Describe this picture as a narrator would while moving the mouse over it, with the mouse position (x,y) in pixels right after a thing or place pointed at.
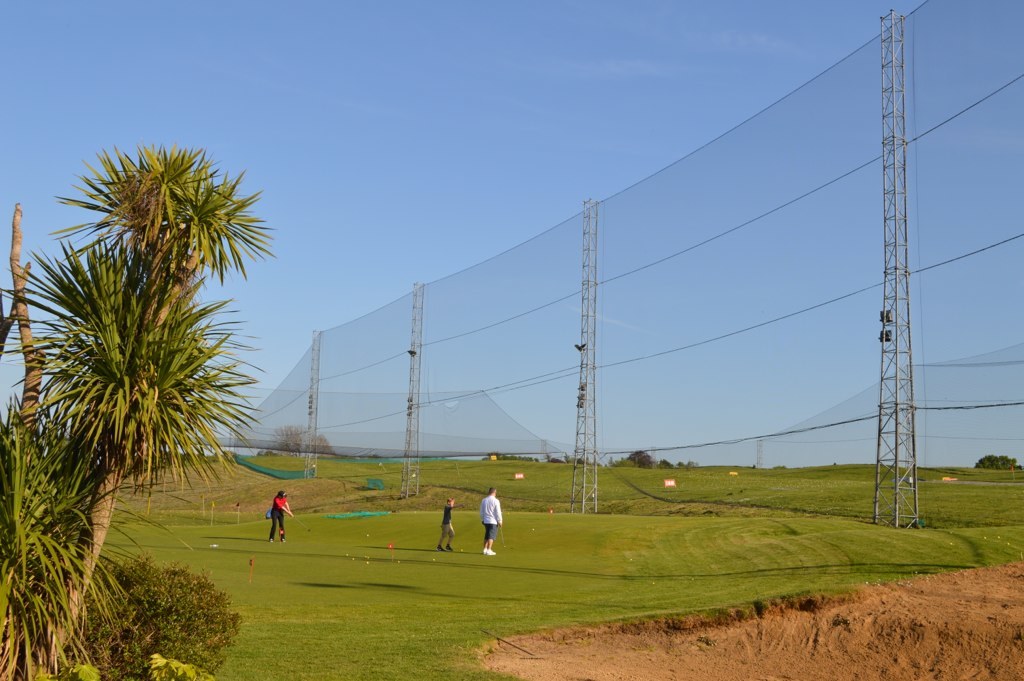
Here 3 persons (493,539) are playing the golf, on the left side (106,327) there are trees (152,394). On the right side (821,349) it is a net (620,288), at the top (562,118) it is the sky (543,107).
